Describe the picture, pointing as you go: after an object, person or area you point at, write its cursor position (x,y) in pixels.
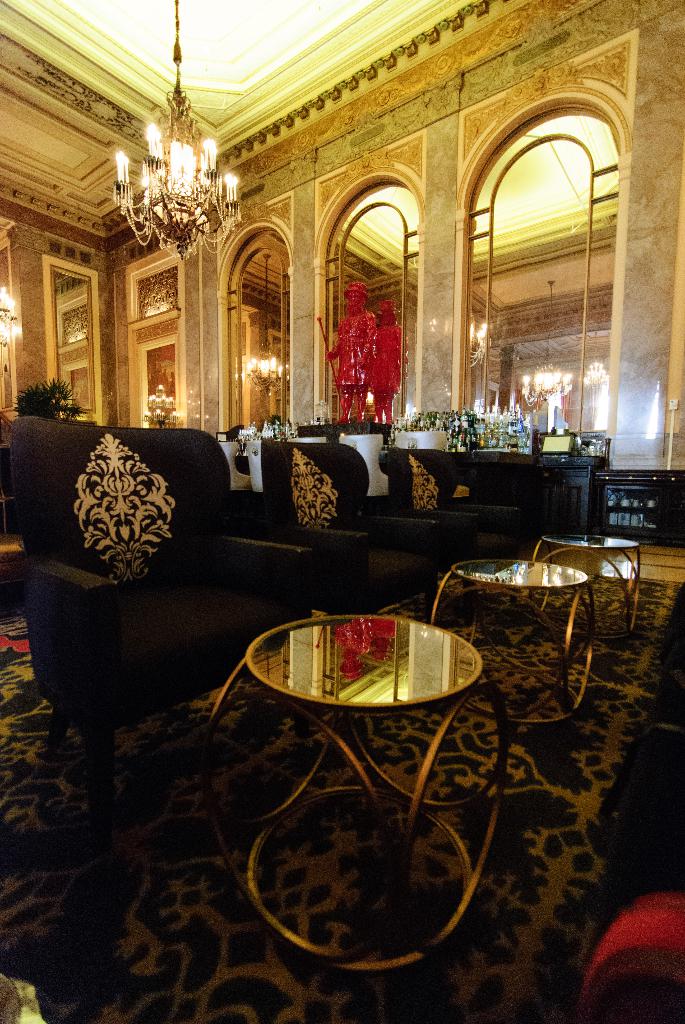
This is a big hall (300,310) in the building (385,140). On the center (379,567) we can see three sofas (323,563), in-front of that there is a three tables (554,576). On the bottom (213,977) we can see a carpet (423,968). On the top (130,222) there is a chandelier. Over here we can clearly see a red statue (360,350). On the left (53,382) there is a plant (56,395) near to the window (75,354).
